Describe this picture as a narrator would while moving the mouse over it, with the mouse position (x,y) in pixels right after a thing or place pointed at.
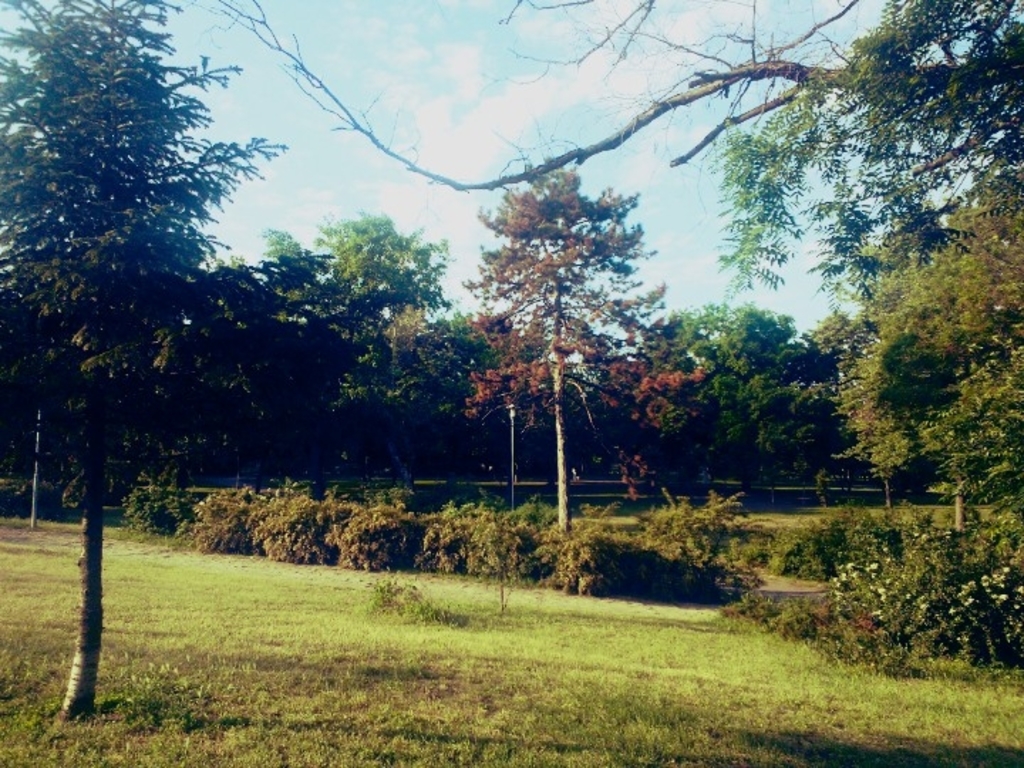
In this image we can see grass (434,609), plants (668,552), flowers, poles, and trees (724,424). In the background (805,267) there is sky (655,195) with clouds (479,119).
